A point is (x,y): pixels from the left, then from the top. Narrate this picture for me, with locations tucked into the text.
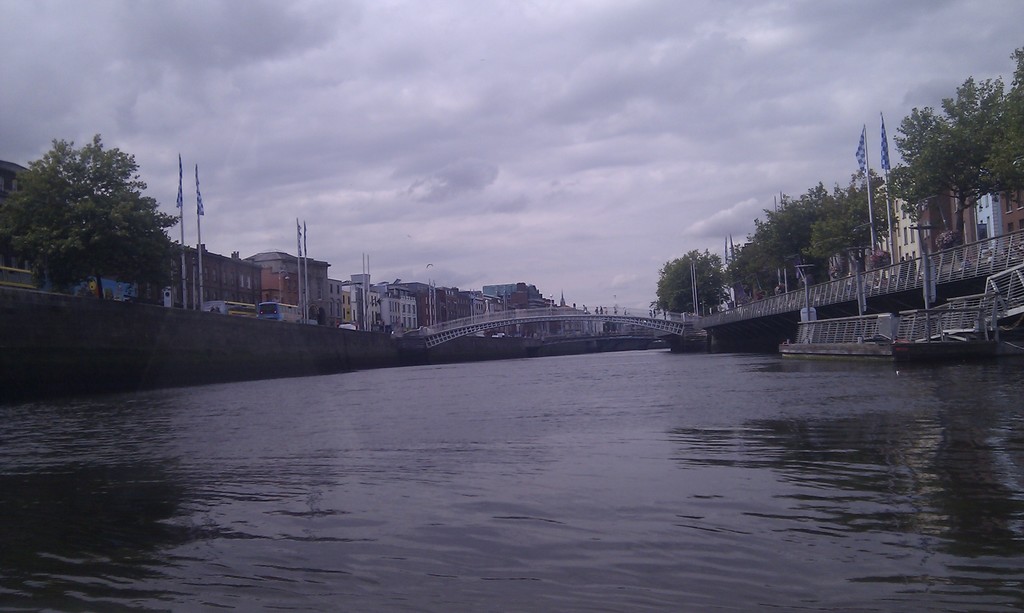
In the picture I can see water (405,514), bridge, trees (975,179), flags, buildings (336,303) are on the either side of the image and the cloudy sky (493,212) in the background (592,188).
